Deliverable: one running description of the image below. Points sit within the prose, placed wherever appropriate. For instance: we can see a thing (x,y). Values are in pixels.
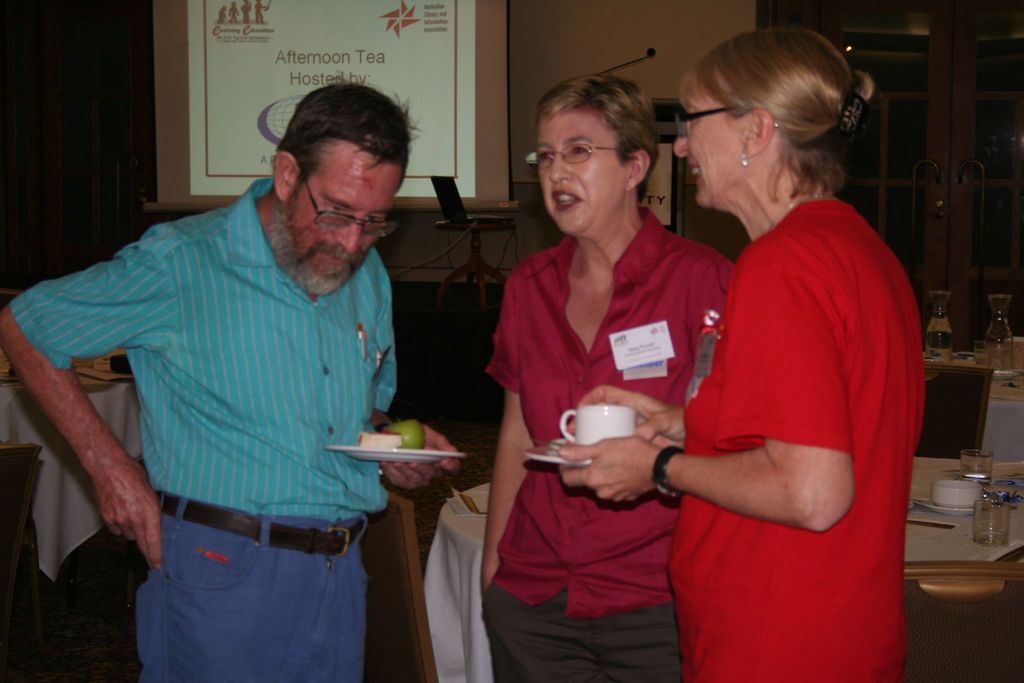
In this image i can see two women (664,326) and a man (312,326) standing, man (343,385) is holding a plate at the right side (715,372) woman (652,427) is holding a cup (590,416) at the back ground (427,75) i can see a screen (439,79), a micro phone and a table (940,461) there are two glasses (979,542) on the table (964,546).
